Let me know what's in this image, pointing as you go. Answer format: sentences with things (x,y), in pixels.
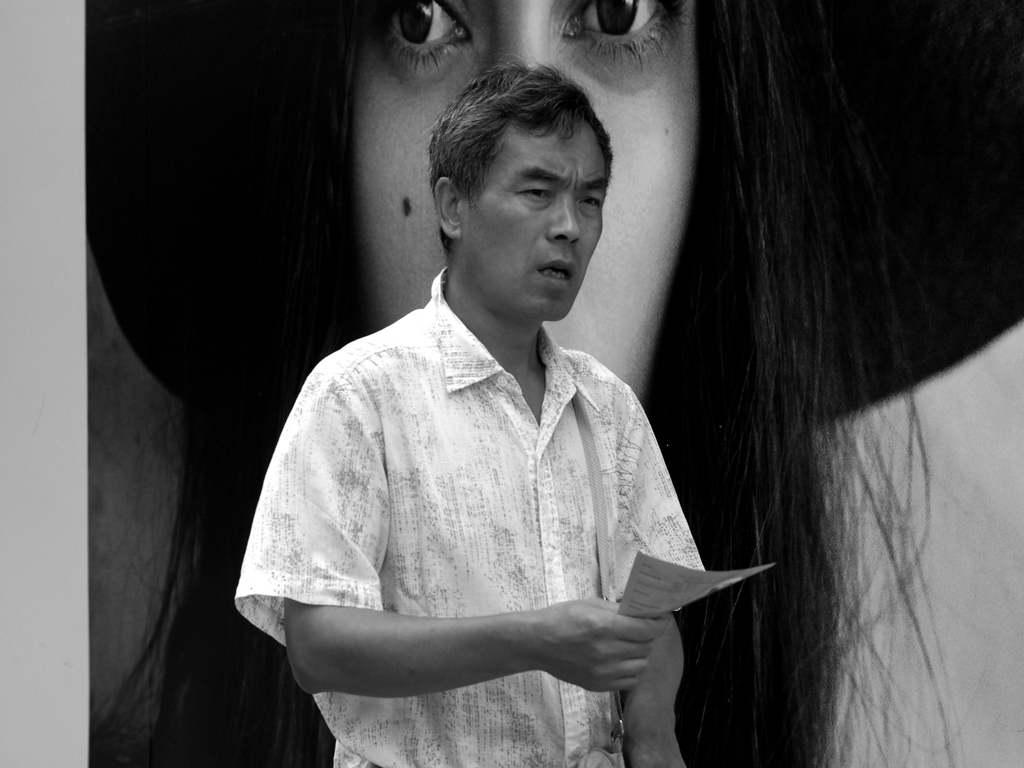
In the foreground of this picture (476,459), there is a man (470,685) holding a paper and in the background (256,185), there is a poster (256,185) of a woman (689,130) wearing a hat (988,283).
